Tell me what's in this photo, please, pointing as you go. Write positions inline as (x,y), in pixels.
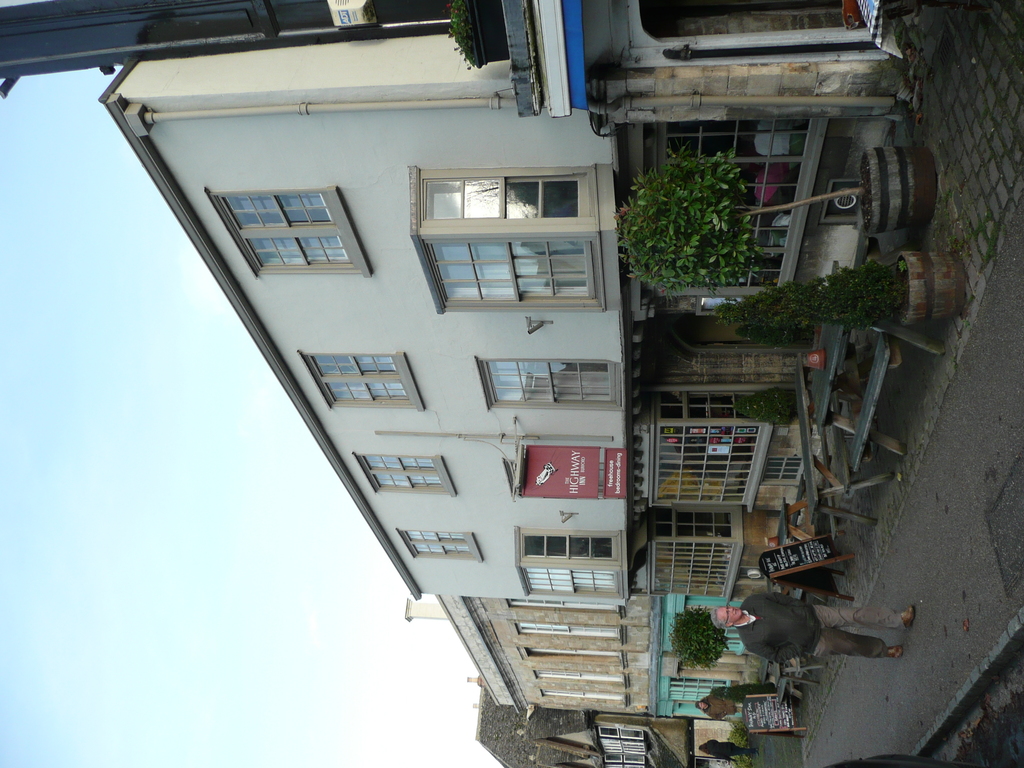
In the picture I can see buildings (338,317), people (760,626), plant pots (698,633), benches (806,443) and some other objects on the ground (798,754). In the background (228,618) I can see the sky (143,574).
